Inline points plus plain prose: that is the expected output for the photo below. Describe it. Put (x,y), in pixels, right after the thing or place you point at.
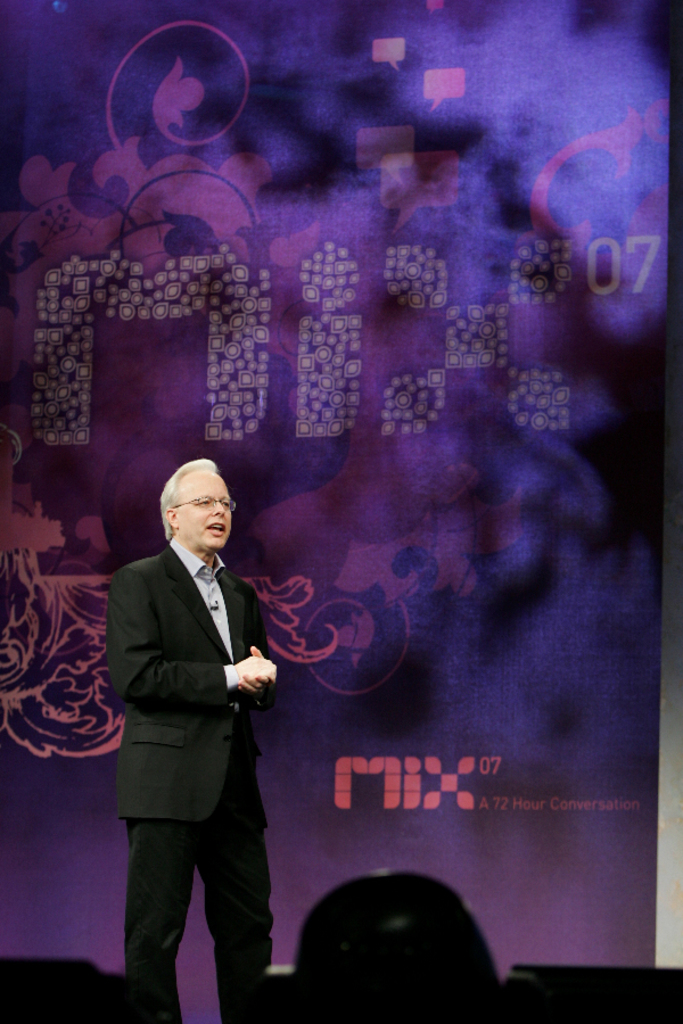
In this picture there is a man (233,810) wore spectacle (227,501). In the background of the image (519,470) we can see screen (571,535). At the bottom of the image (12,962) we can see objects (597,971).
